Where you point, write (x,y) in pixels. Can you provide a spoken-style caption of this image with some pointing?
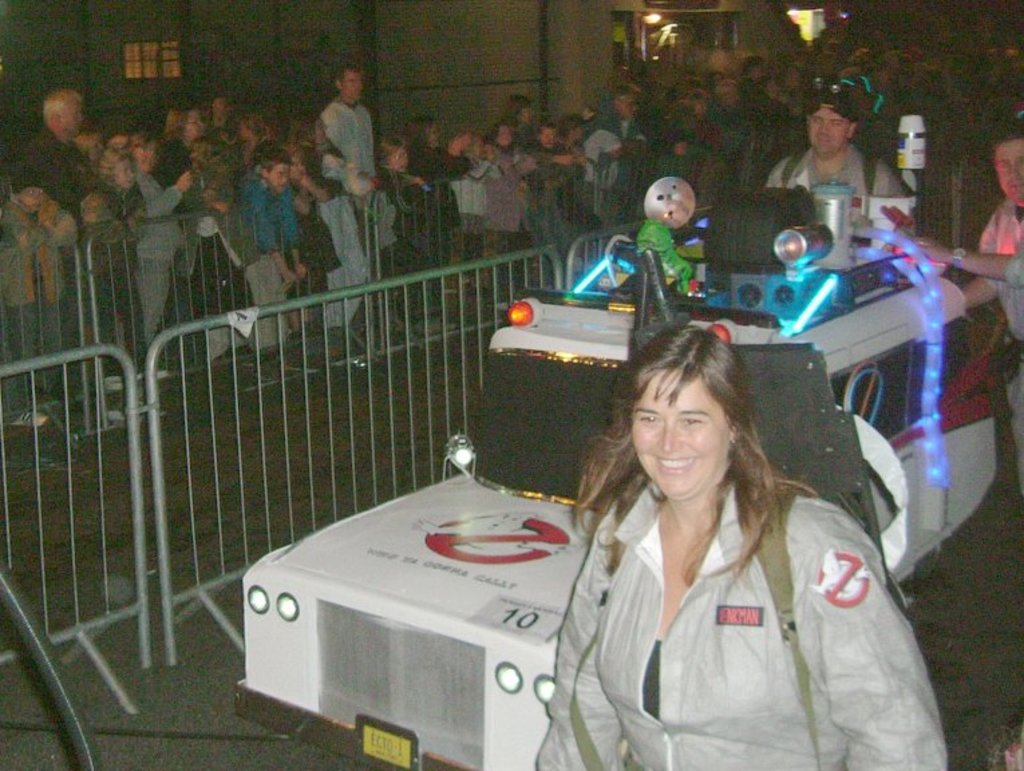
In the given image i can see a vehicle (521,422), people (51,306), fence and lights (662,37).
